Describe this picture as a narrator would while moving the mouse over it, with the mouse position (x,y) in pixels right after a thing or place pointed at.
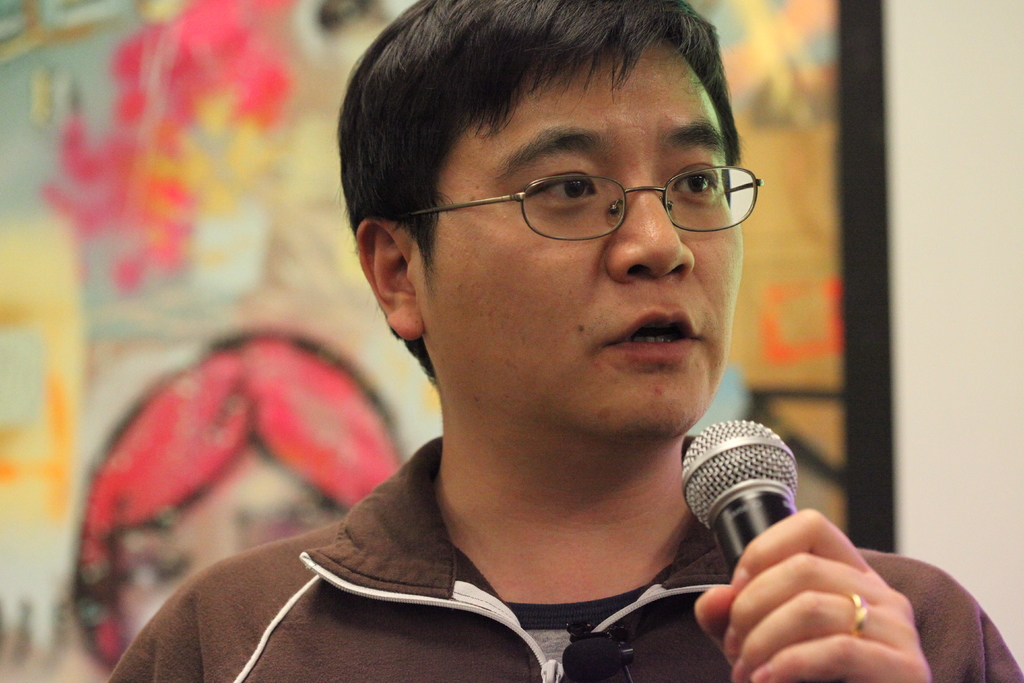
In this image I can see a man (639,398) is holding a mic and also I can see he is wearing specs (559,237).
